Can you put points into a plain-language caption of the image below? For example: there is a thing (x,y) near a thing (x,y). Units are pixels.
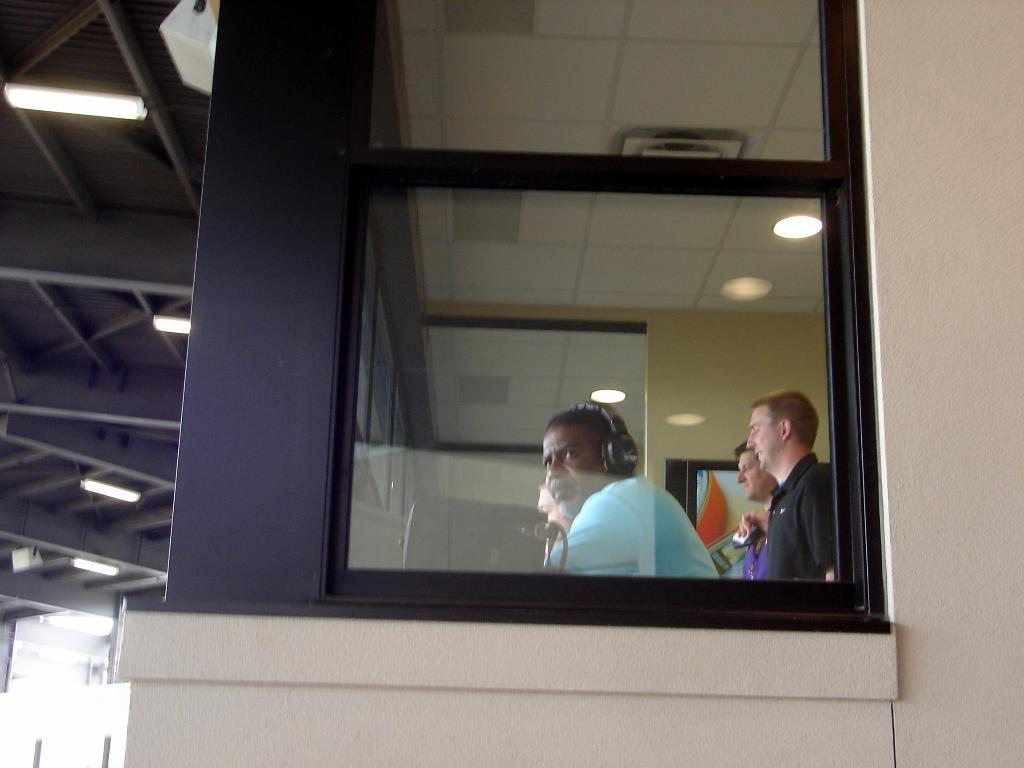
In this picture there is a window (364,314) in the center of the image (592,394) and there are people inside it, there is a roof (111,62) at the top side of the image (123,81).
